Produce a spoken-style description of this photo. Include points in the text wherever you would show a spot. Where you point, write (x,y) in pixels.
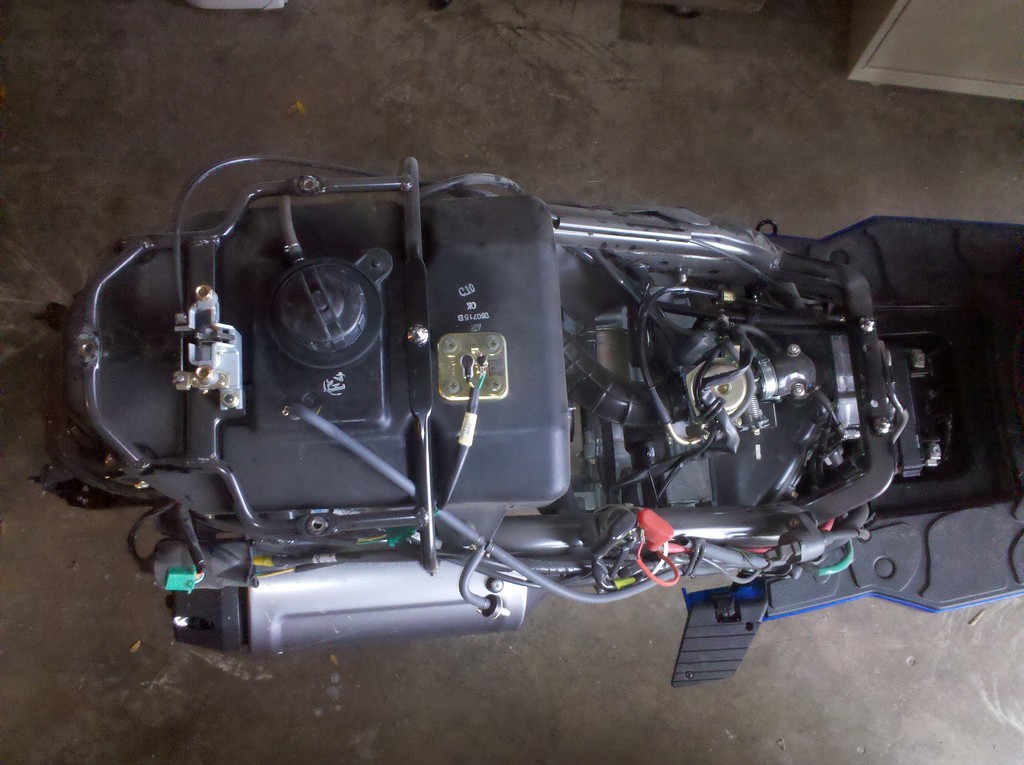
In the image we can see there is an engine (738,355) of the bike (409,351).
